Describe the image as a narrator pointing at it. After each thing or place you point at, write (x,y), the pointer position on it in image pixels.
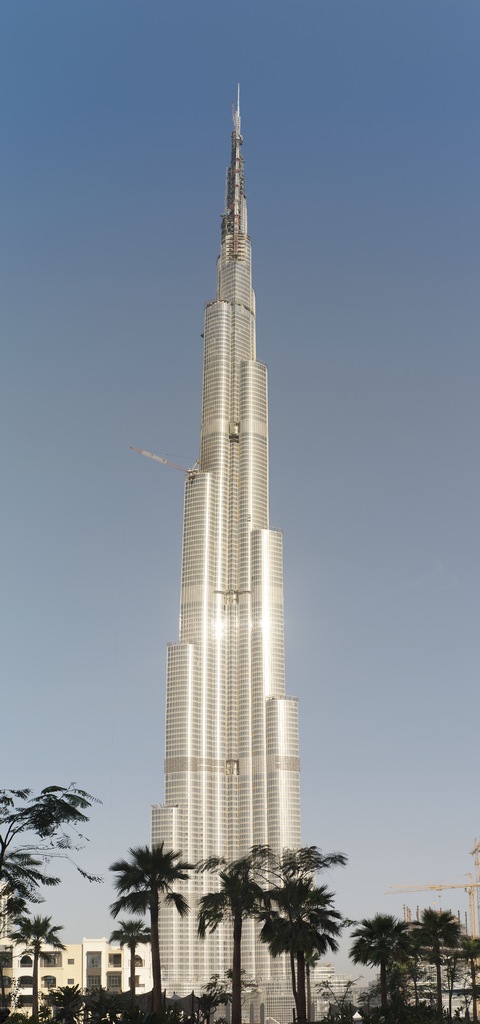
In this picture we can see a tower (229,781), buildings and trees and in the background (447,760) we can see the sky (303,537).
